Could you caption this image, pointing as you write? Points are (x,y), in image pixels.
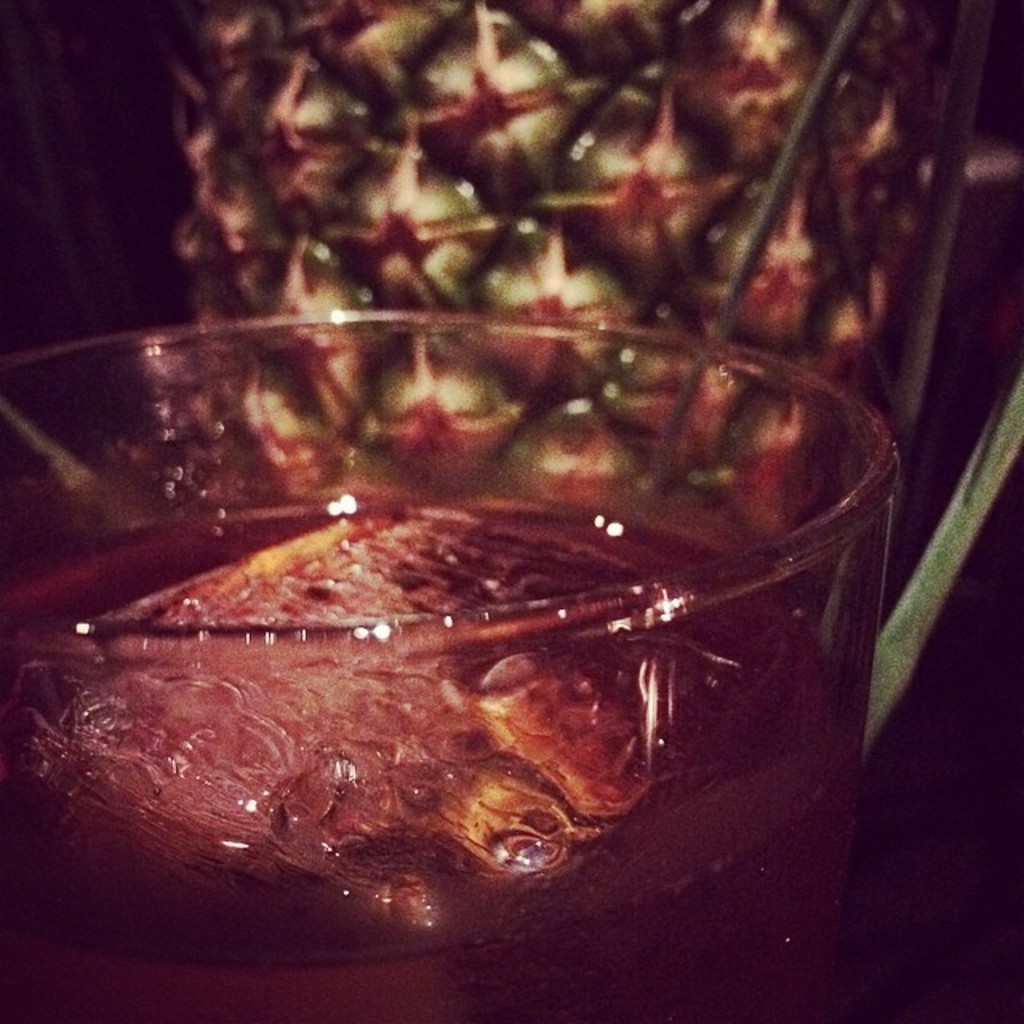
In this image, we can see a glass (837,809) with some liquid (837,809) and an object (495,523). In the background (429,239), we can see an object (877,208). We can also see an object (898,691) on the right (912,610).
